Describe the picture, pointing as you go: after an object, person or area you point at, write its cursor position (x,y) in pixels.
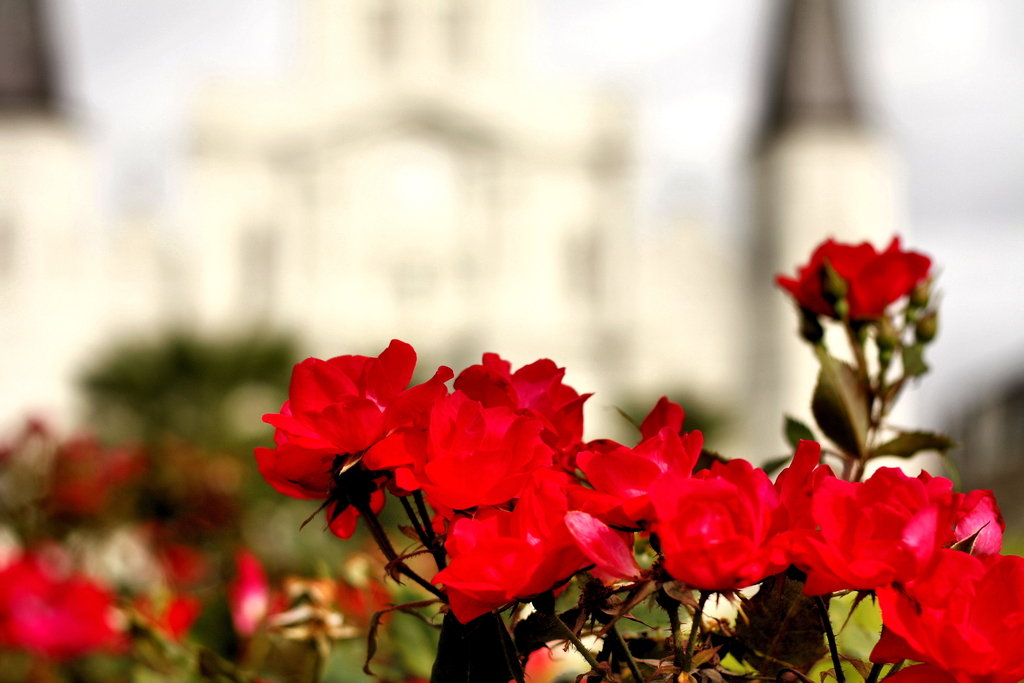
At the bottom of this image (571,574), there are plants (337,574) having red color flowers (838,517). And the background (995,58) is blurred.
